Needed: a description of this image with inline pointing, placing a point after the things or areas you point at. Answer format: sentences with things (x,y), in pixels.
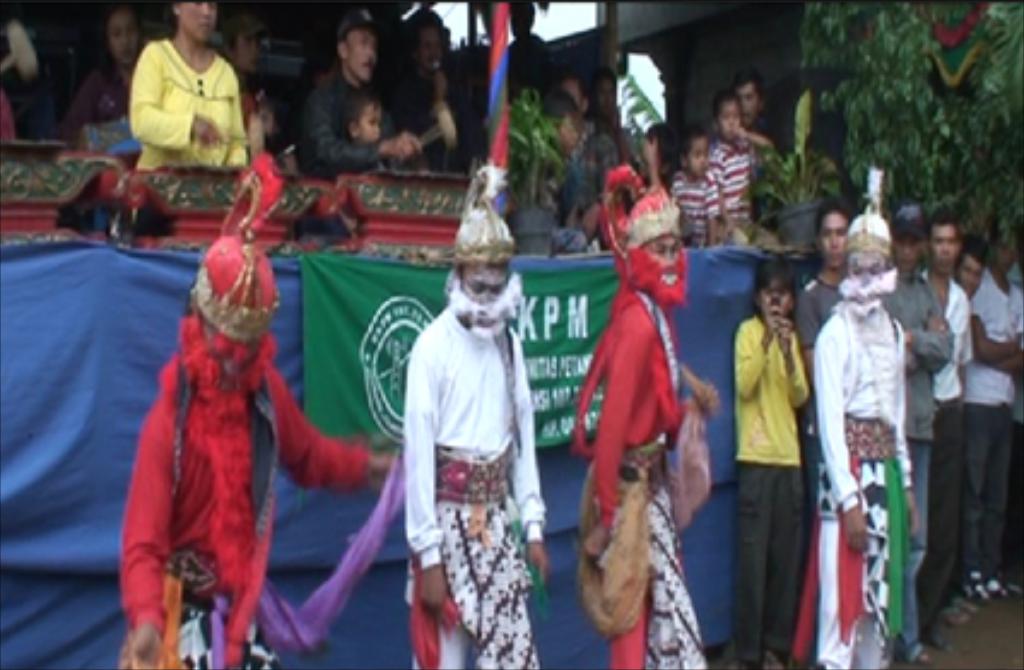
In this image there are person (237,343) standing. In the center (583,338) there is a banner (572,351) with some text (571,330) written on it. In the background (636,133) there are plants (648,109) and there is a wall (639,45).
